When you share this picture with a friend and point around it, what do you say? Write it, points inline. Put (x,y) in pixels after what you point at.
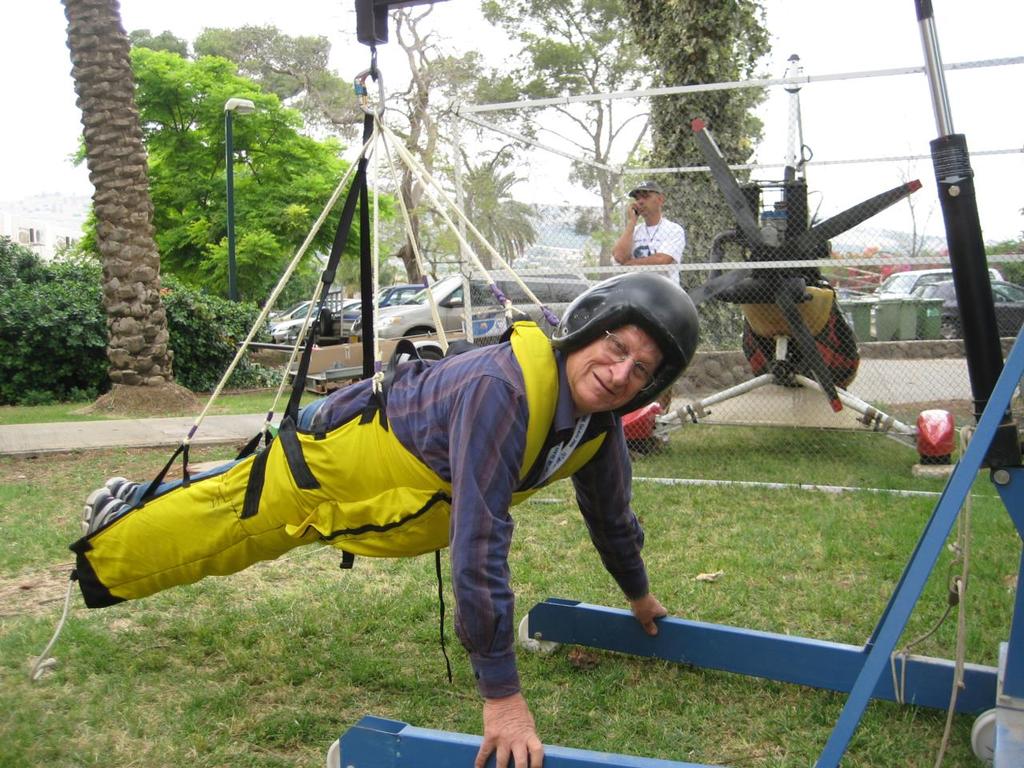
In this image we can see a man (334,447) wearing yellow color jacket (199,550) tied with ropes (374,370) and in the background of the image (682,235) there is fencing (680,214), a person (652,234) standing wearing white color dress (644,228) and there is a vehicle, there are some trees (527,12) and cars (463,327) which are parked.
